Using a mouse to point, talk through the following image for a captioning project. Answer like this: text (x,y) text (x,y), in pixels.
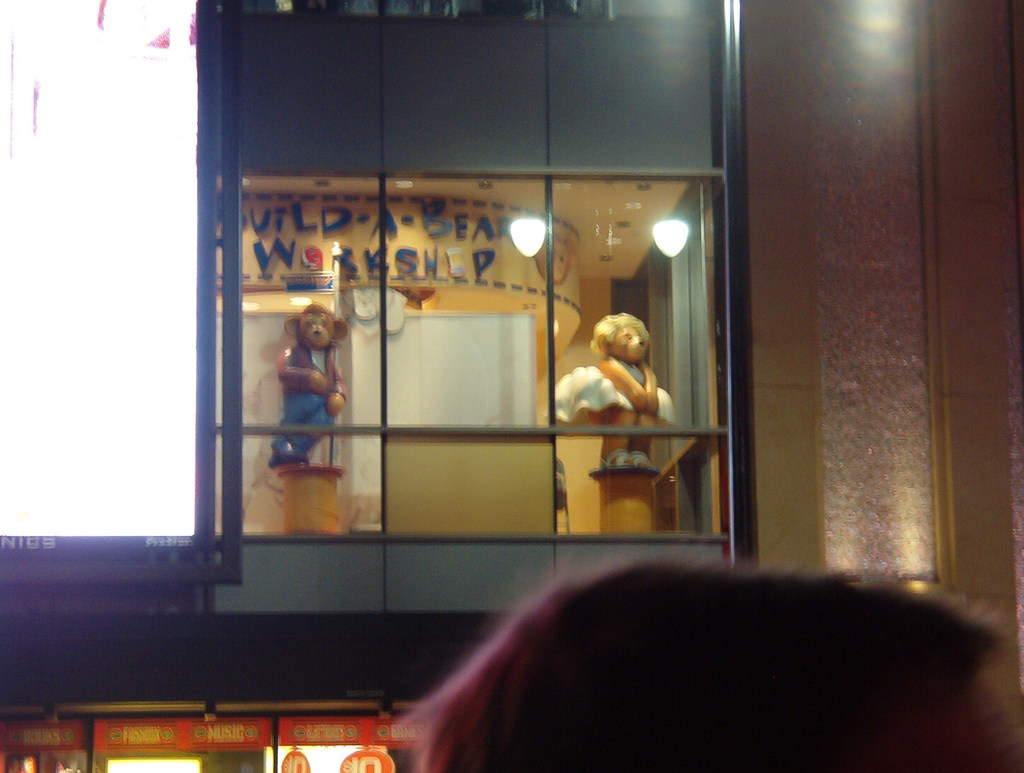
At the bottom of the image (681,652) there is a head (613,660) of a person (575,682). Behind the head (575,755) there is a building (394,578) with walls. There are glass wall (345,749) with posters (300,737). And also there is another store (393,388). Inside the glasses (460,473) there are toys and some other things (266,250).
